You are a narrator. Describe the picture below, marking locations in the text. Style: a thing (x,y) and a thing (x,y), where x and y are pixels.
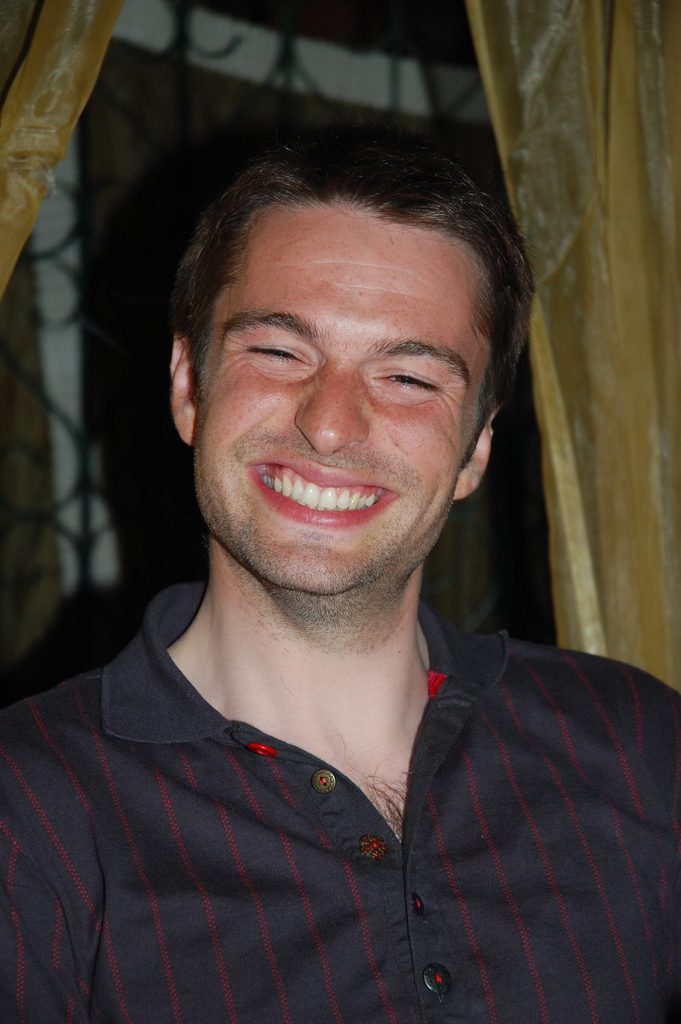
In this picture there is a man (299,289) with black shirt (439,876) is smiling. At the back (85,41) there are curtains (680,60) and it looks like a window (432,38).
